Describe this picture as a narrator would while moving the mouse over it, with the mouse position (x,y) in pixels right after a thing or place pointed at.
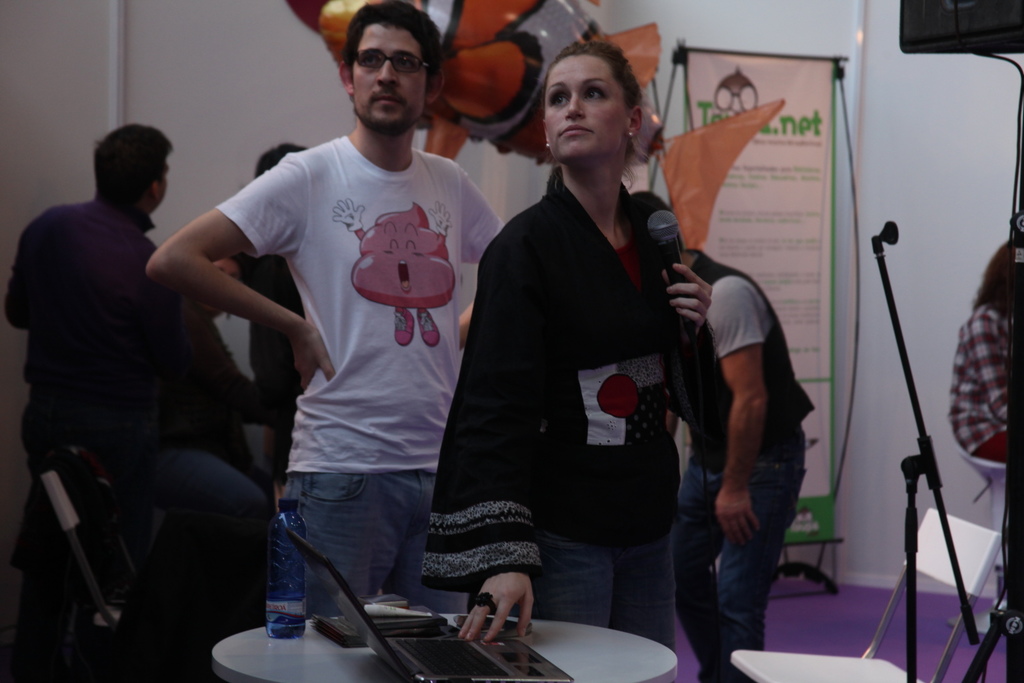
In this picture i could see many persons (452,272) standing in front (513,281) a lady (552,314) in the black dress (565,454) holding a mic (662,245) in her left hand (694,299) and her right hand (495,625) is on the laptop (487,644) beside her there is boy (355,273) standing and in the back ground (258,284) there are some persons (750,319) talking to each other and there are banners (800,127) tied.
